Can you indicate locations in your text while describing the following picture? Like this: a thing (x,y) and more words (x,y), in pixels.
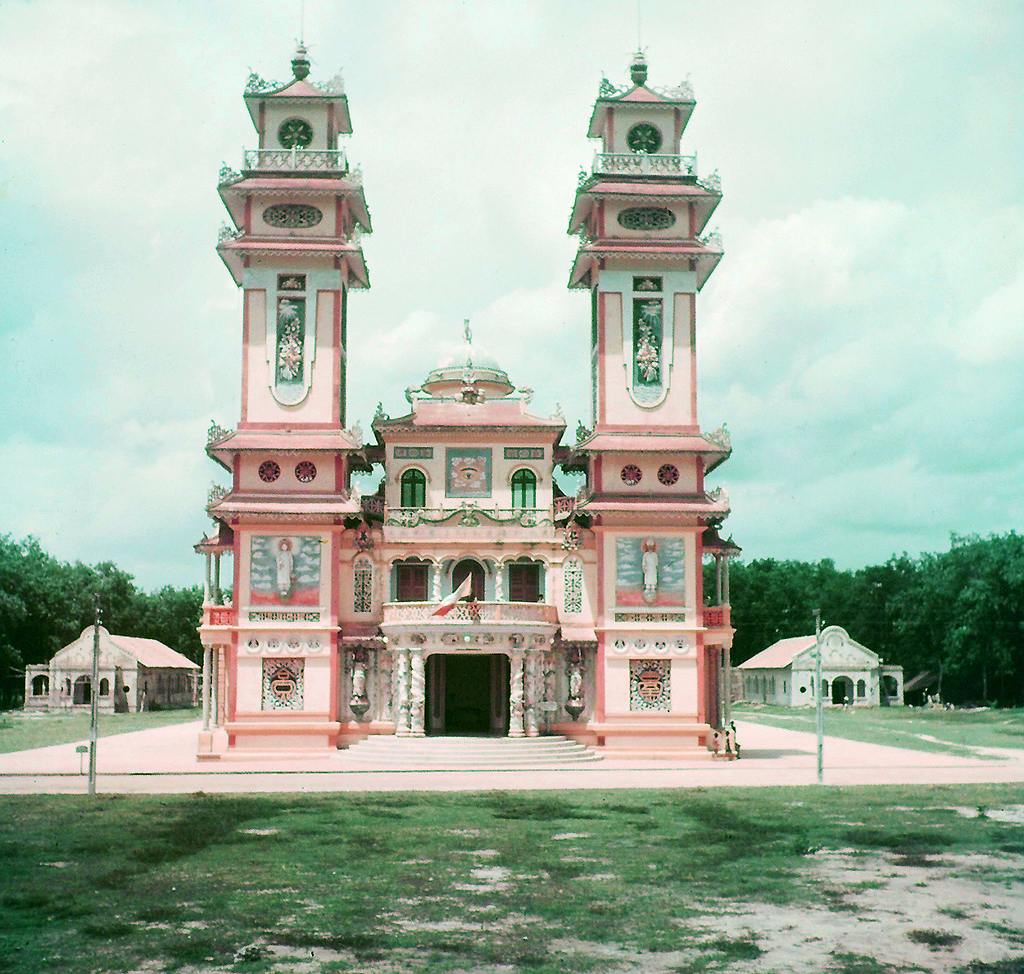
In this picture I can observe a building (588,500). This building (472,519) is in pink color. There is some grass (343,861) on the land (455,878) in front of this building (485,545). In the background (63,614) there are trees (932,562) and a sky (553,244) with some clouds (426,242).
